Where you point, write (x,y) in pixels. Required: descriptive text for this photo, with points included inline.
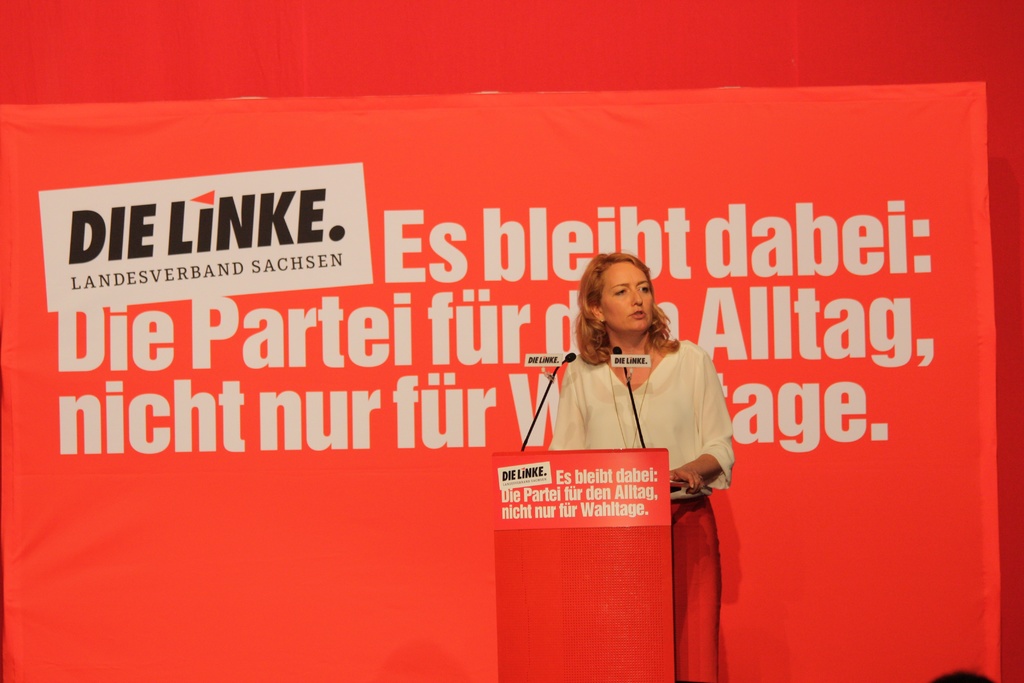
In this image I can see there is a woman (619,382) standing behind the podium (561,579) and there are microphones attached to the podium (604,500). In the backdrop (168,376) there is a red color banner (333,241) and there is something written on it.
